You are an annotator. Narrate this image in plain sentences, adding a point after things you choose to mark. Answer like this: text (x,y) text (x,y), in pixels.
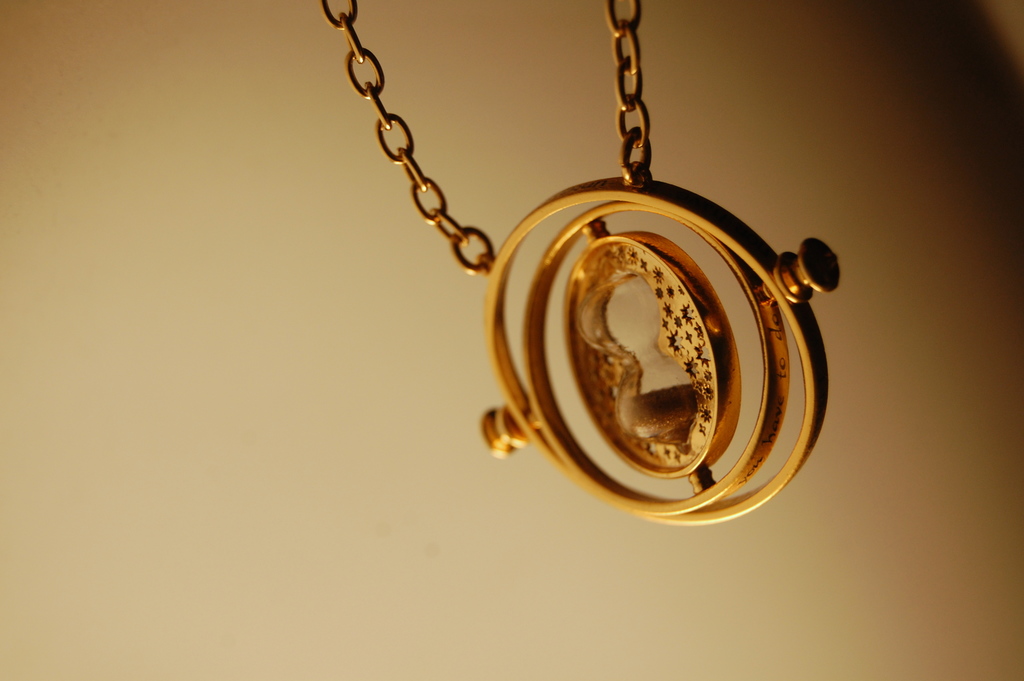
In this image I can see a metal chain (627,138) and a circle shaped locket (633,195) to it. I can see the blurry background (679,109).
